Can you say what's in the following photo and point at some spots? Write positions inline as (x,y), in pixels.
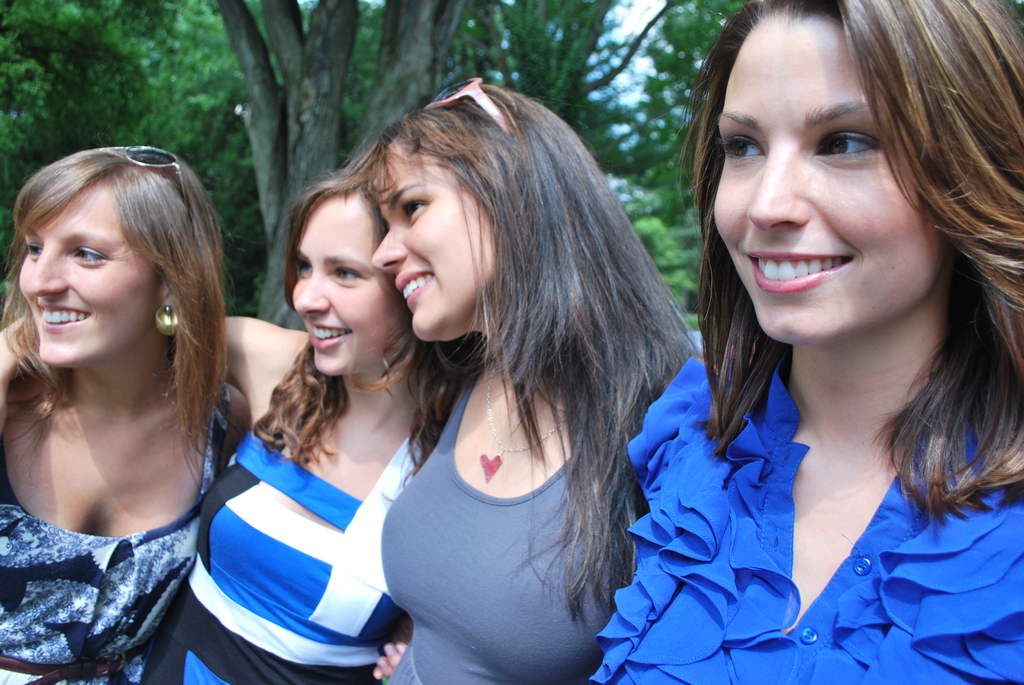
In this image I can see a four persons (452,446) standing and they are smiling. They are wearing different color dress (487,546). Back I can see trees (532,83).
